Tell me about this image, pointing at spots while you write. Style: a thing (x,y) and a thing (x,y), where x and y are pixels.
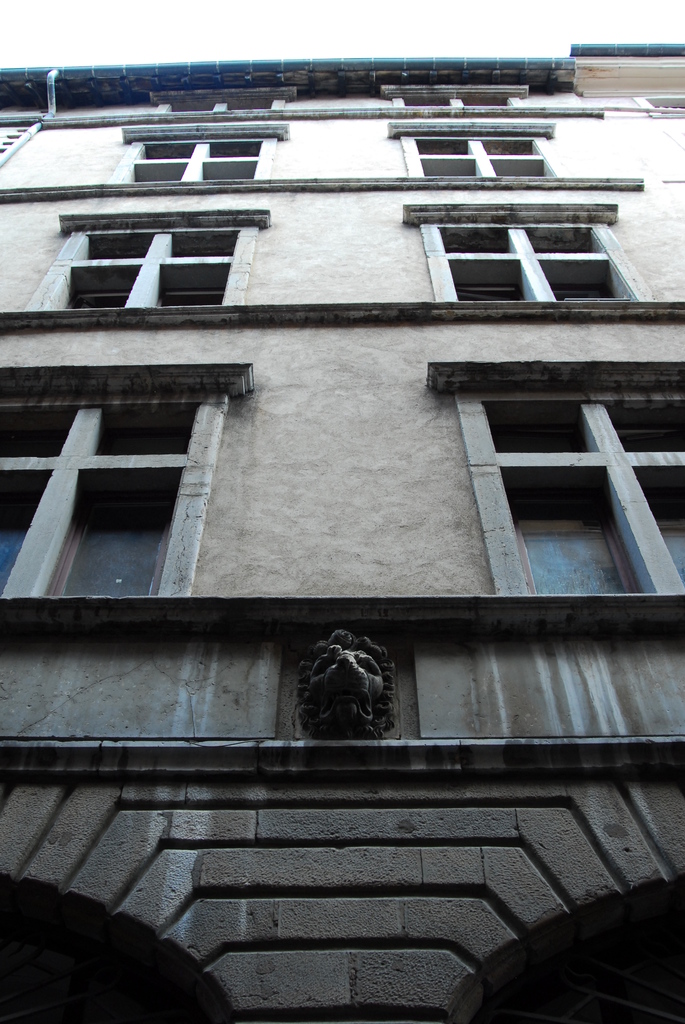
In this image we can see a building (340,629), statue (340,629), and windows (143,260).
